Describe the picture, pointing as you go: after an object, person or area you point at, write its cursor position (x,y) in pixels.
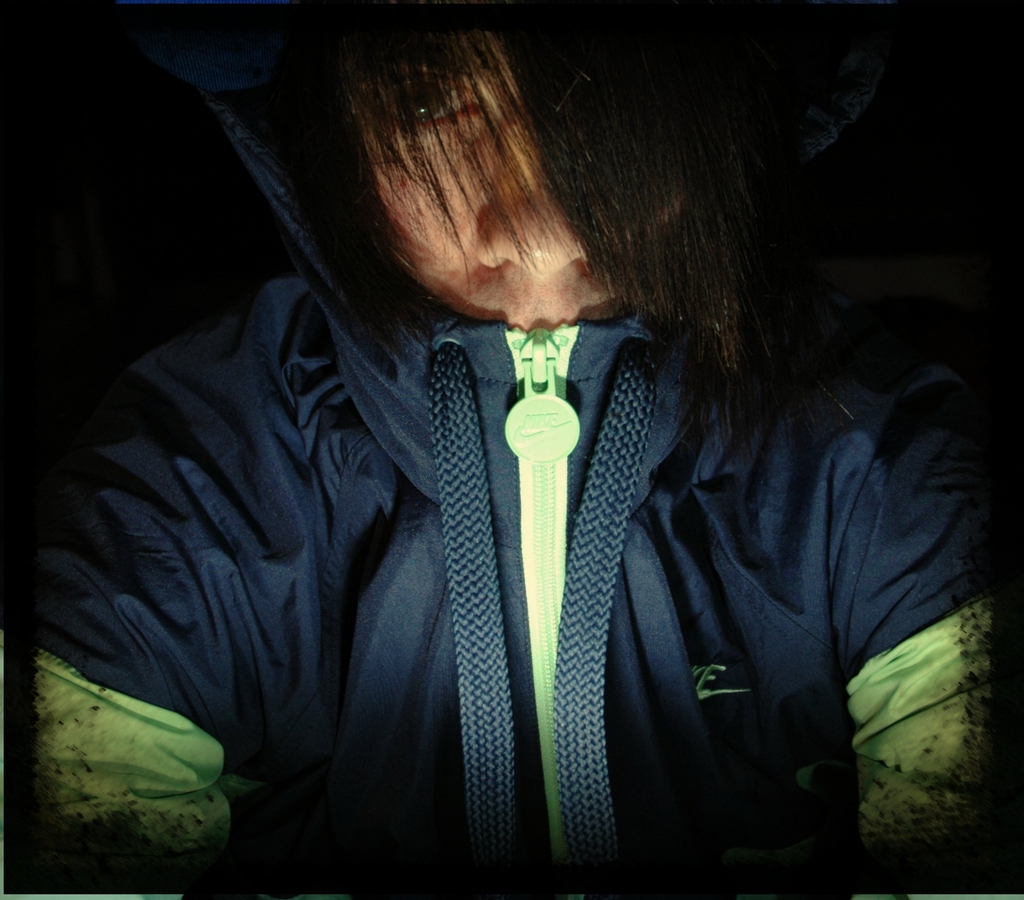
In this image I can see a person (373,329) wearing a jacket (367,594), looking at the picture and the hair (412,130) falls on the face (462,239). The background (88,263) is dark.
